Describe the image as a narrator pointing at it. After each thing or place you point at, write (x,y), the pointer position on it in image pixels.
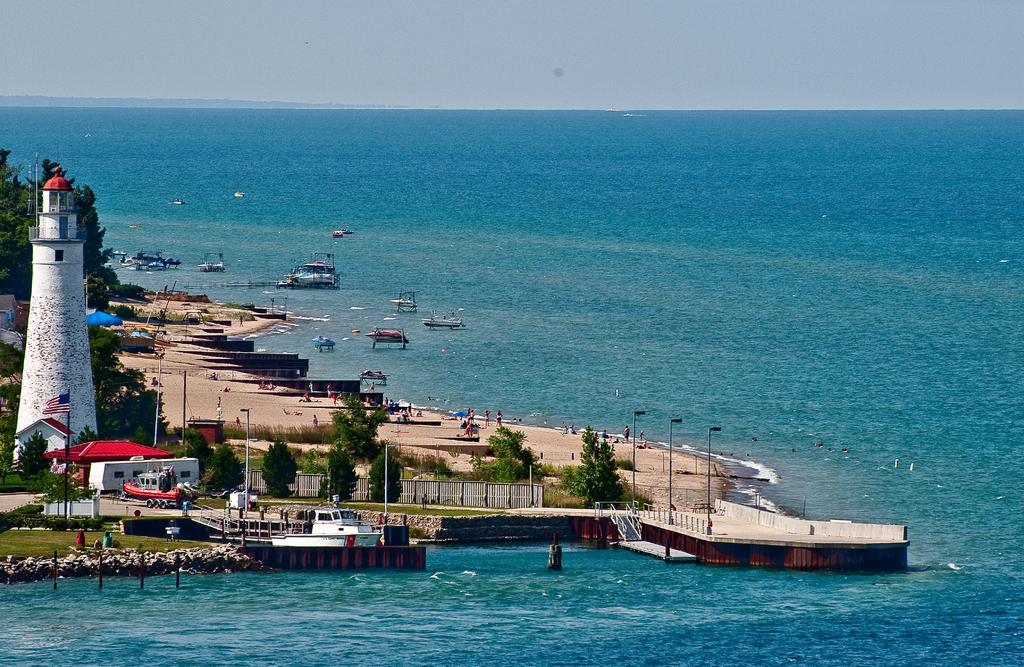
In this picture there is a tower (79,340) on the left side of the image (81,395), there are buildings (58,439), trees (115,374), and people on the left side of the image (9,309) and there is water (287,222) around the right side of the image (771,428), it seems to be an island (24,306) and there are ships (281,285) in the water (381,282).
